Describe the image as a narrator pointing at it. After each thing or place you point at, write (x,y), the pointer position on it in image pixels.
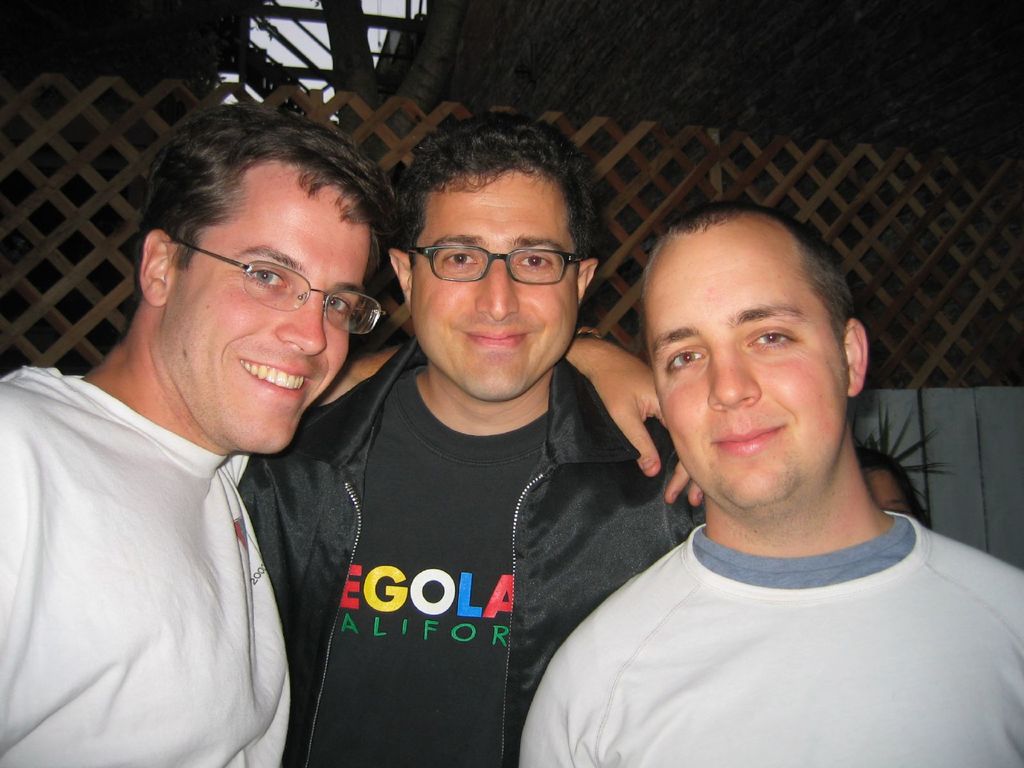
There are three persons (523,562) standing as we can see at the bottom of this image (523,538). The person (505,470) standing in the middle (451,504) is wearing black color t shirt (450,509) and black color blazer (582,500). The person (145,526) standing on the left side (184,578) is wearing white color t shirt (149,553), and the person (736,618) standing on the right side (833,657) is also wearing a white color t shirt (741,662). There is a fencing (651,224) in the background (871,210).
